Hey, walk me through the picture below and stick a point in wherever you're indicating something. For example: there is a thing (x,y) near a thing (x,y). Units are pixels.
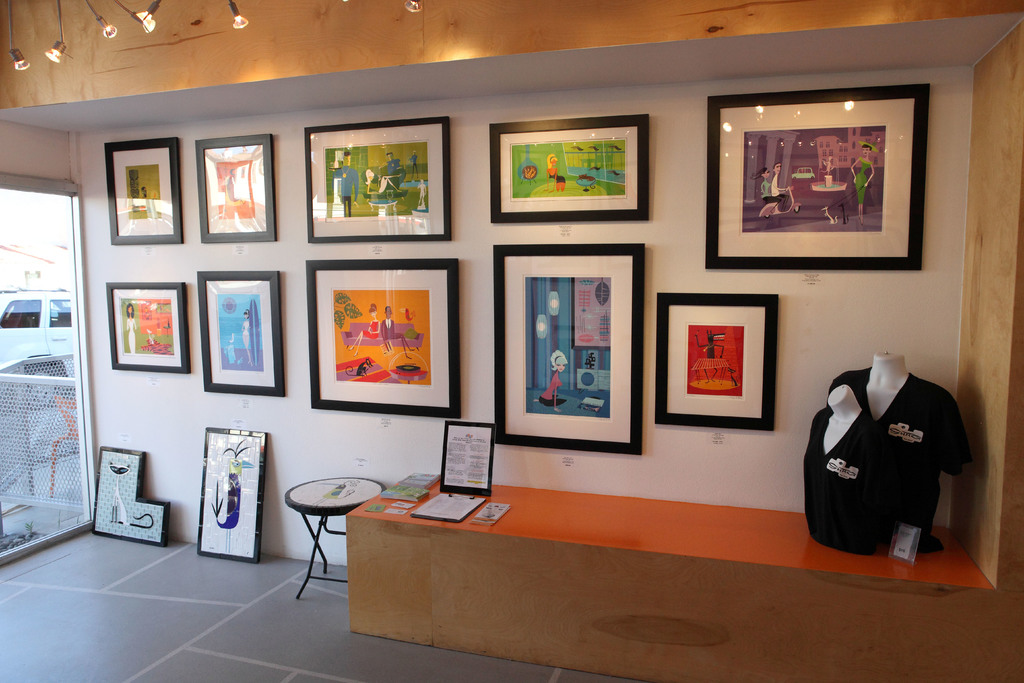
This picture is taken in a room (551,479). in the center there is a table (643,616), on the table (658,625) there are mannequins (923,432) towards the right (894,382), besides the table (388,529) there is a small table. In the background (343,189) there is a wall (136,268) full of frames (700,295) with the paintings (392,375). Towards the left (51,323) there is a vehicle (54,315).
